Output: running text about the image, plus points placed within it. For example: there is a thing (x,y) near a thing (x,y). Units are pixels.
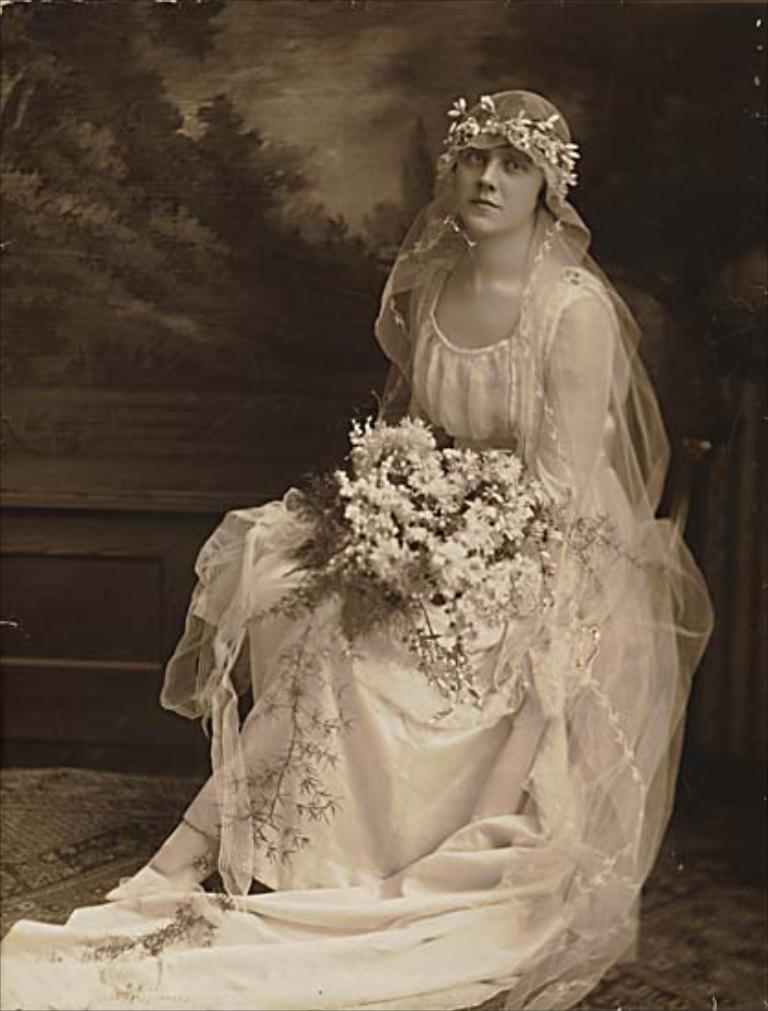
In this image we can see a woman (434,736) sitting and holding the flowers (426,521). In the background (105,140) we can see the frame (245,205) attached to the wooden wall (133,539). At the bottom (22,850) we can see the carpet (17,832) on the floor (692,920).
